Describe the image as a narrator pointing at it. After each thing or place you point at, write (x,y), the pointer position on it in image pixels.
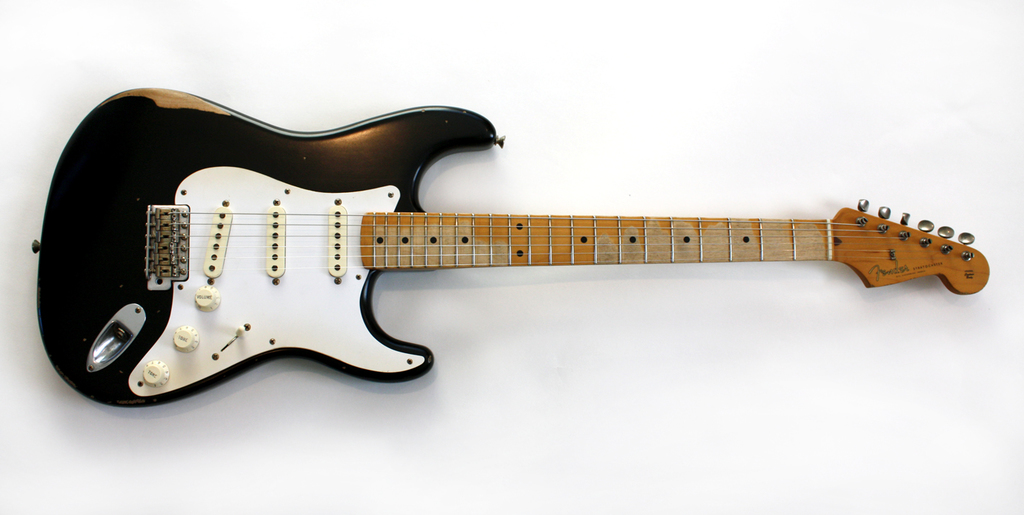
In this image there is a guitar (327,260).
